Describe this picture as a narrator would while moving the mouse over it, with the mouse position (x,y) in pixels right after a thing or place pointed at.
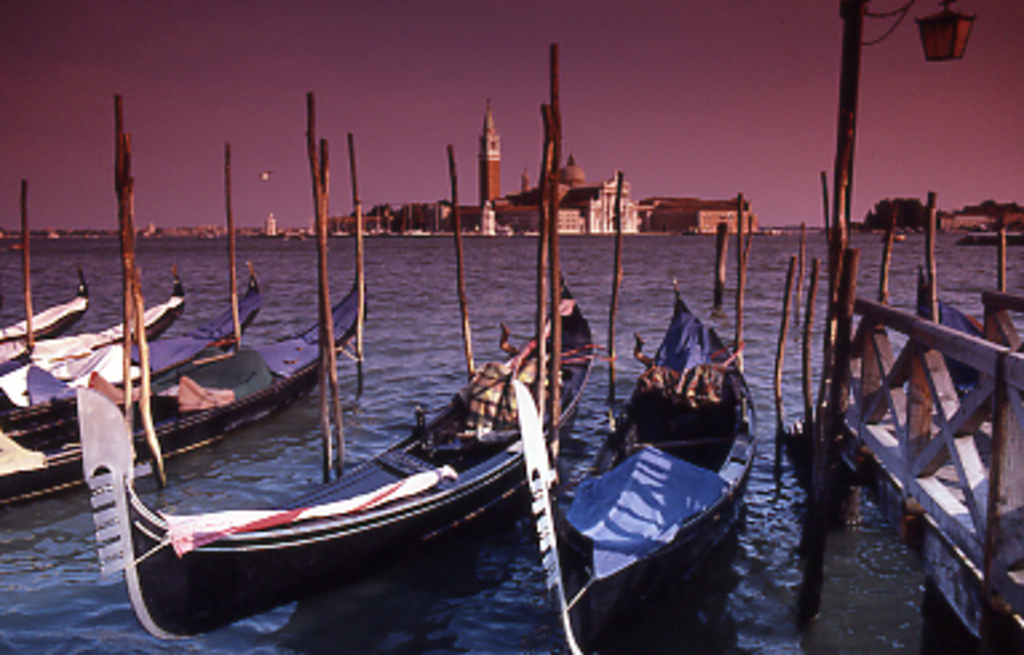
In this image I can see few boats (162,411) on the water (574,450). I can also see a bridge (854,448), background (760,98) I can see few buildings (608,212) and I can see the sky (337,105).
